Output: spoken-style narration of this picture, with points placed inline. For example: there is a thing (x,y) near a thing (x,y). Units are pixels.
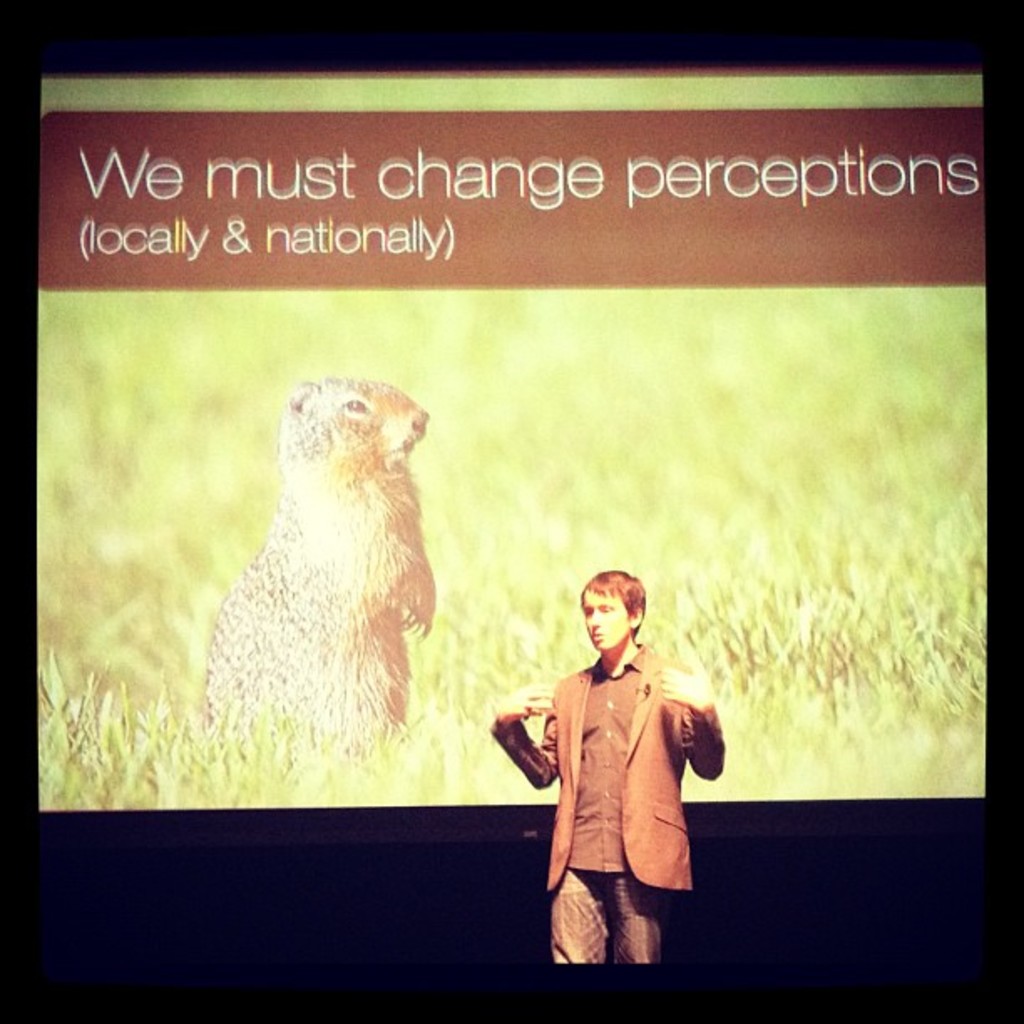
In this image we can see a man (650,899) standing. He is wearing a suit (662,754). In the background (105,753) there is a screen (598,409).
